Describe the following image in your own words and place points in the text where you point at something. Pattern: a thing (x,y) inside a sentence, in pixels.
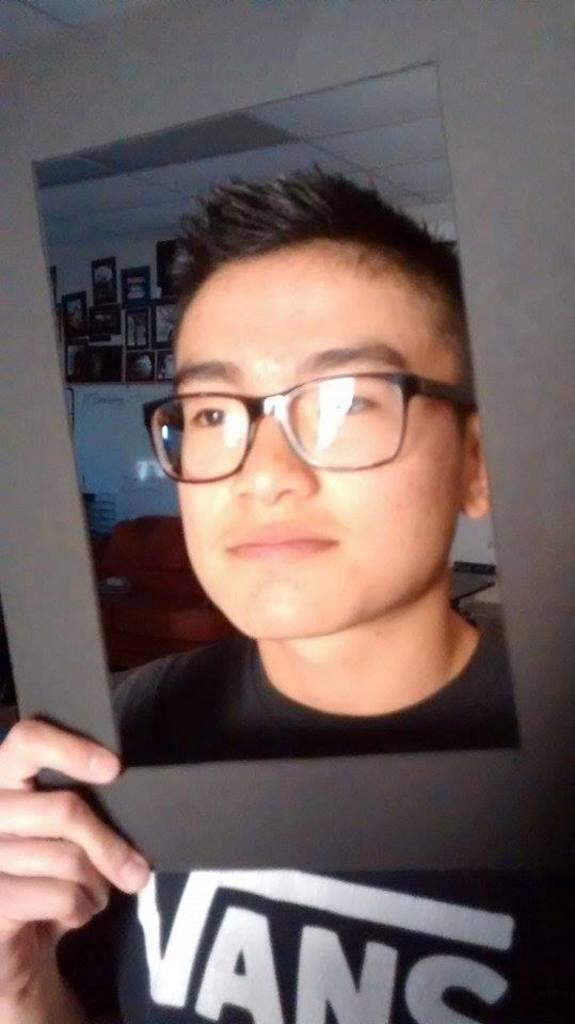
In this image we can see a person (297,1011). A person (297,1011) is holding an object (230,808). There is a white board (118,461) behind a person (285,1009). There are many photos (119,315) on the wall (119,340).
